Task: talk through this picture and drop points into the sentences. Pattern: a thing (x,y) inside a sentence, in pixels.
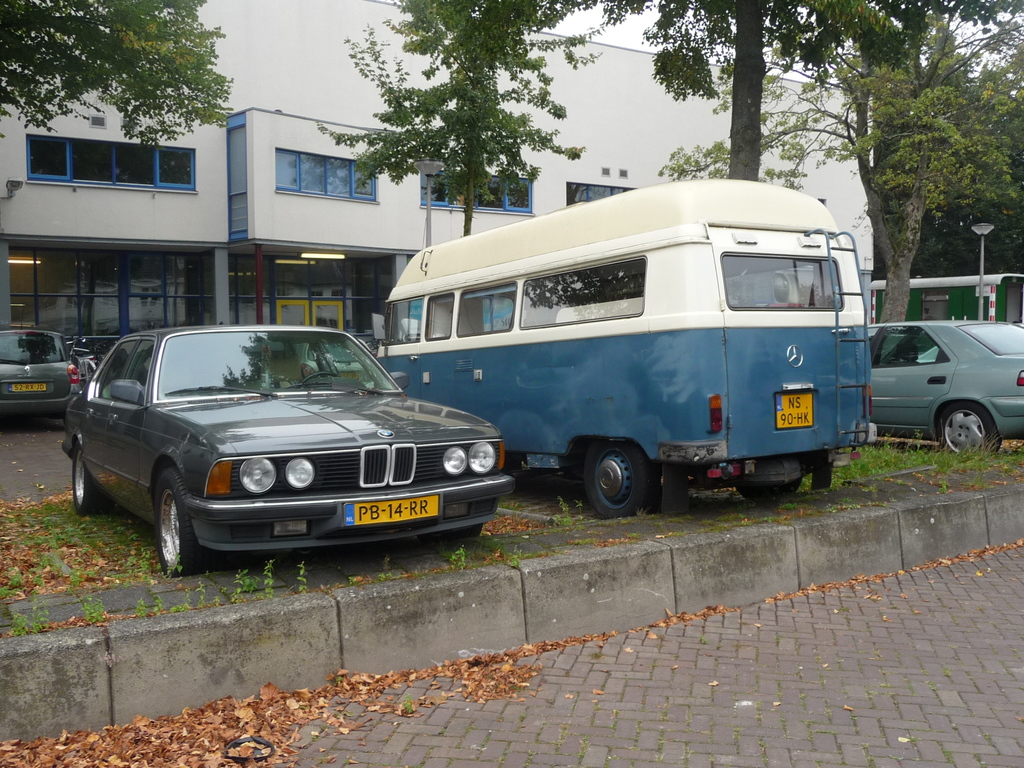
In this image there are vehicles (356,465) parked on the ground (129,552). There are dried leaves (300,693) and grass (867,465) on the ground (900,473). Behind the vehicles (55,397) there are buildings (601,147) and trees (438,111). At the top (611,27) there is the sky (606,17). To the right (985,244) there is a street light pole (986,230).
